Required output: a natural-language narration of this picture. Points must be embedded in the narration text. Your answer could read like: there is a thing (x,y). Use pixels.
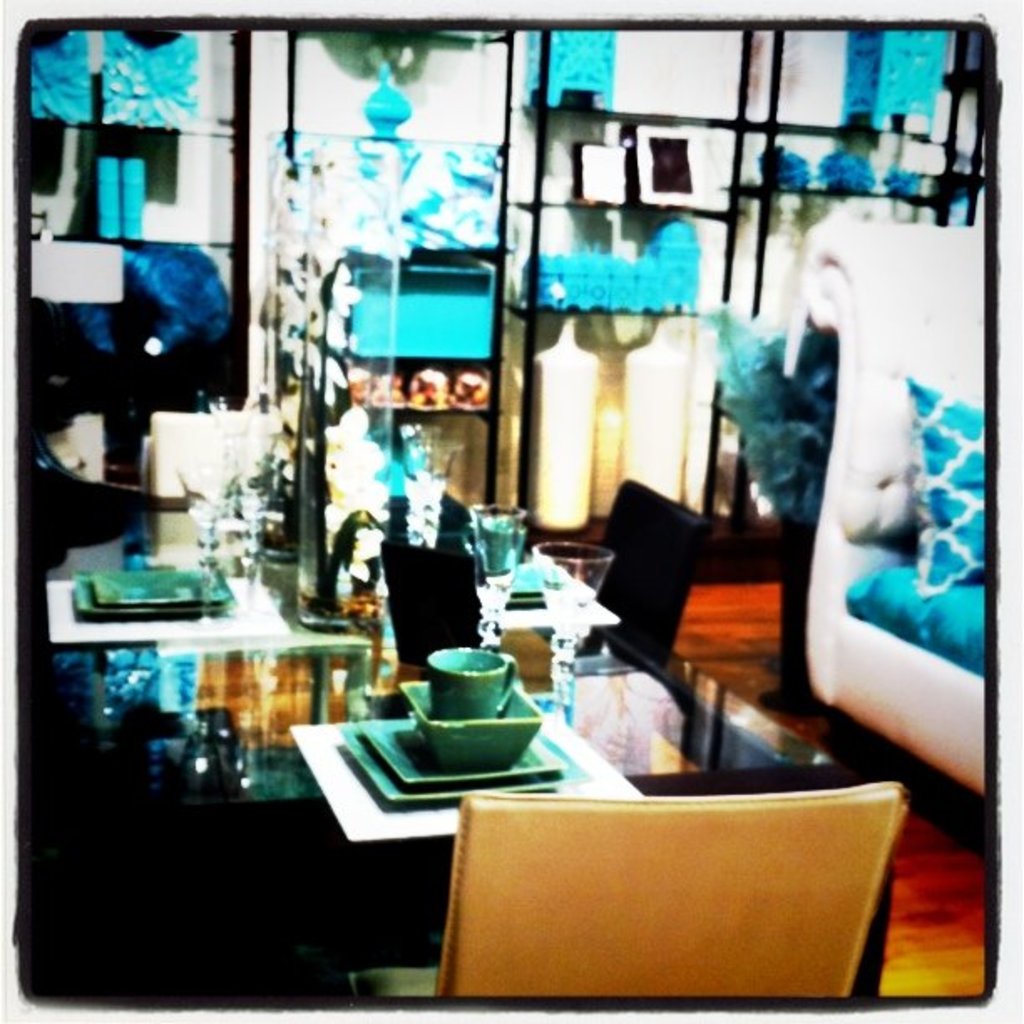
The picture is taken in a room (645,73). In the foreground of the picture (427,617) there is a table (686,783) and chair (643,882). On the table (226,766) there are plates (409,731), glasses (599,561) and flowers (348,462). On the right (957,733) there is a couch (876,509), on the couch (911,449) there is a pillow (940,480). In the background (290,44), in the shelves (532,212) there are decorative, frames (676,181) flowers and other objects (472,403).
